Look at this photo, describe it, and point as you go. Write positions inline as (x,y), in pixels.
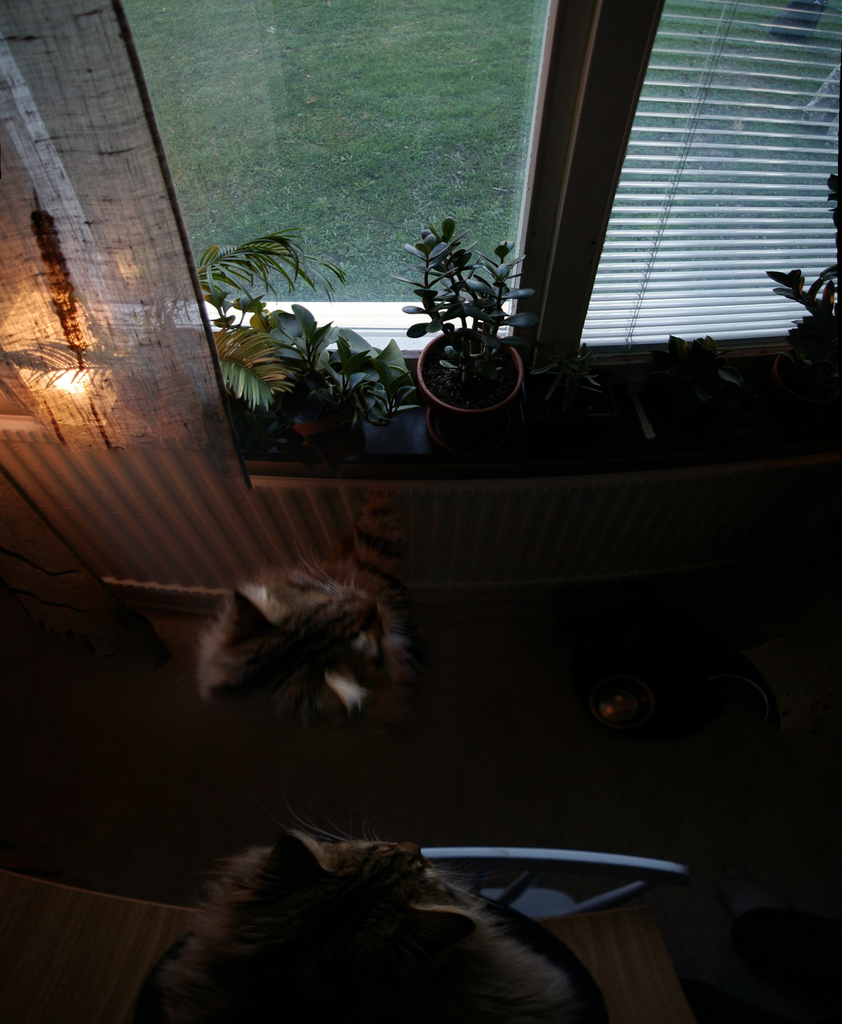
In this image there is an animal (238,639) on the floor (503,707) having few objects (666,685). Bottom of the image (358,923) there is an animal (435,945) on the table (621,954). Beside the table (635,958) there is a chair (607,864). Few plants (265,427) are kept on the shelf (413,451) which is near the window (593,268). From the window (355,156) grassland (344,159) is visible. The window (320,145) is covered with a curtain (99,183).
